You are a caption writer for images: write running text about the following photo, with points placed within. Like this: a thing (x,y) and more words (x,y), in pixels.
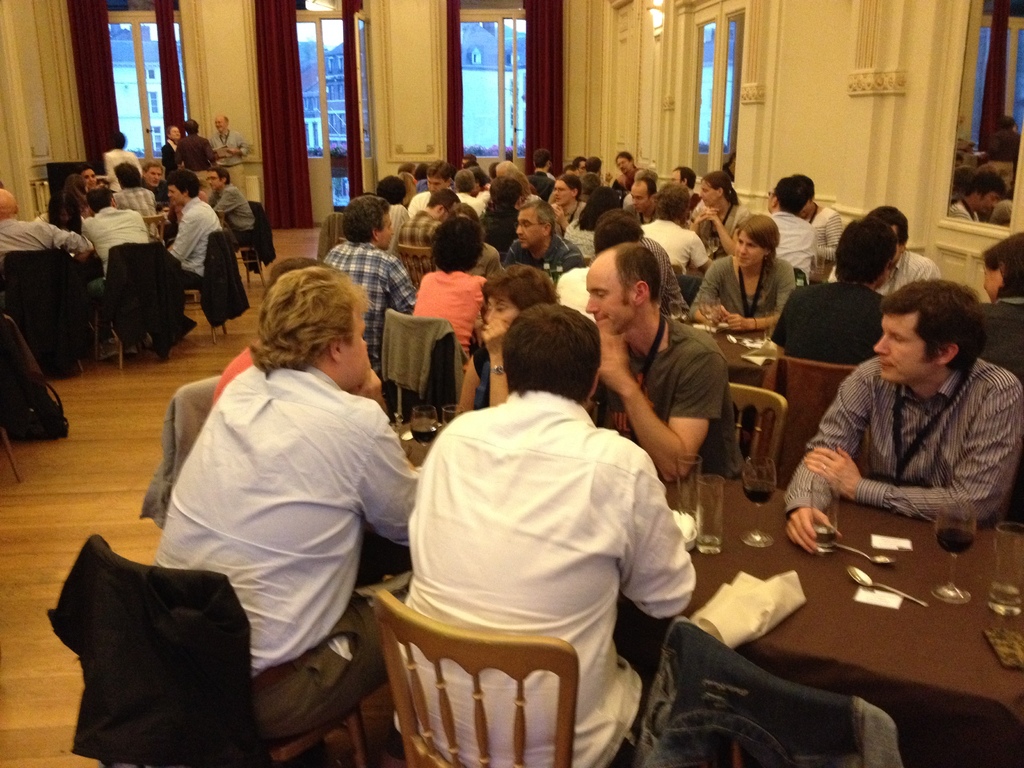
this picture shows a group of people (282,556) seated on the chairs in a room (282,15) and we see a tables (939,673).
